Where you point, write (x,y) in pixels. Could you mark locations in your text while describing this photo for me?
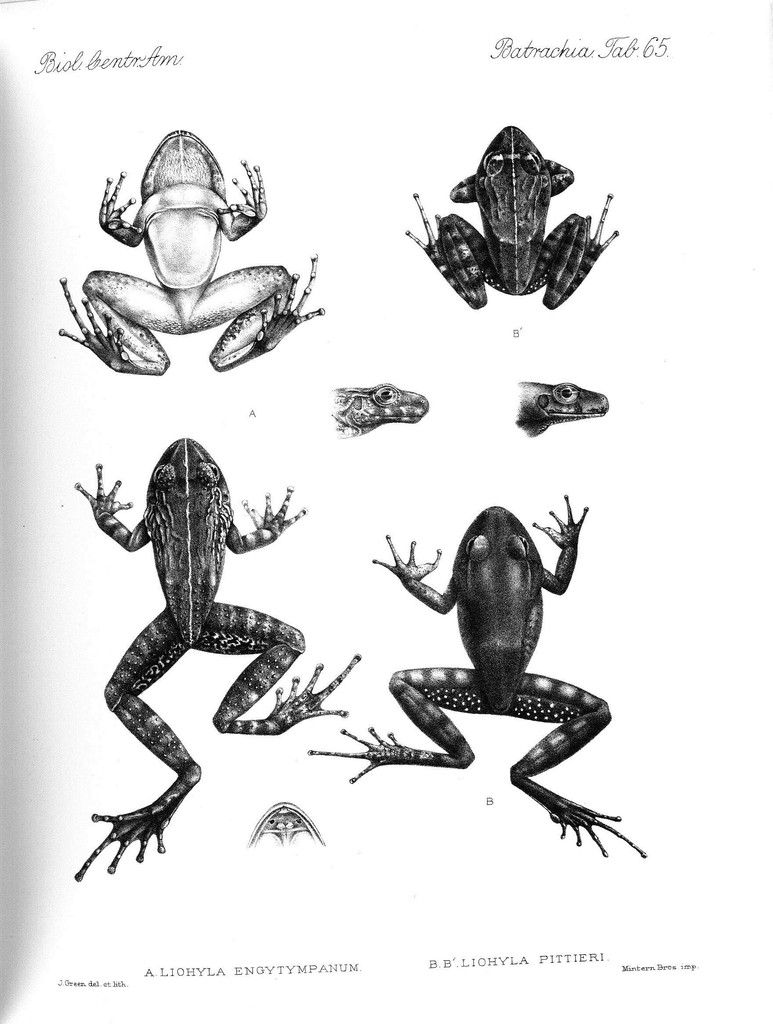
In this picture we can observe four frogs (499,257). Three of them were in dark color and the other one was in light color. All of these were sketches (497,275) of the frogs (168,521) on the paper (297,484). We can observe two frog heads (414,415) on the paper (453,394).
